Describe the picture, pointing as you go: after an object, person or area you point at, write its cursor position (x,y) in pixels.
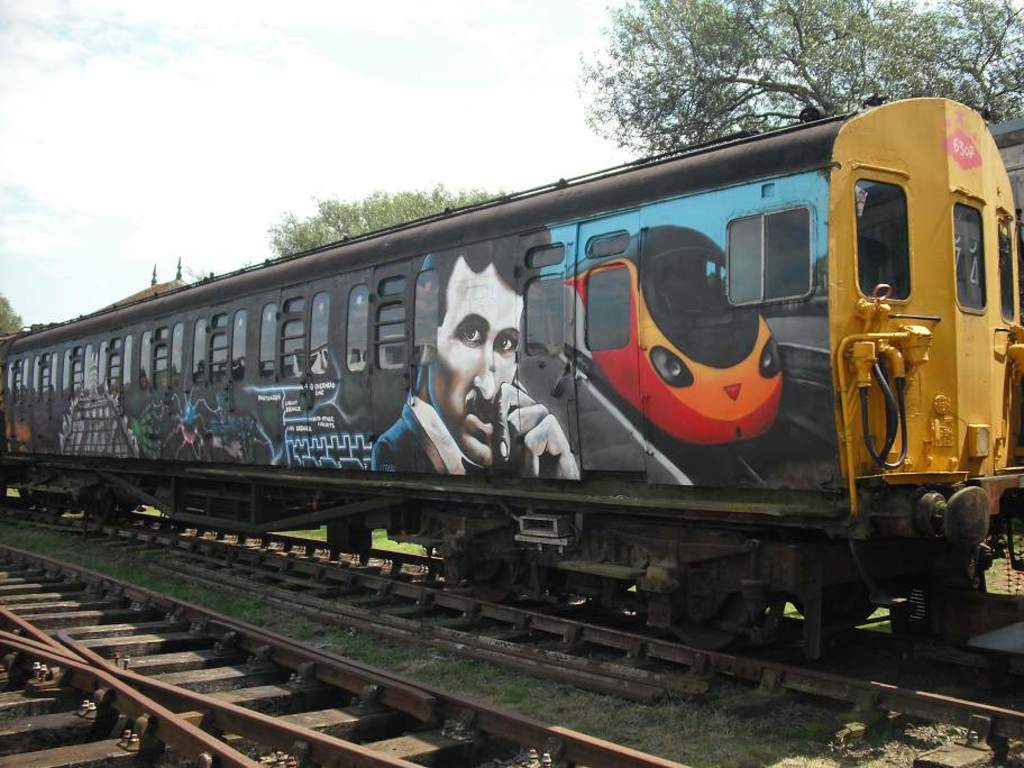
In this picture we can observe a train (609,452) on the railway track (213,568). Beside this train (290,510) there is another track (181,675). The train (209,332) is in black color. We can observe a person's picture (467,391) on the train (477,397). In the background (420,215) there are trees (704,75) and a sky (194,154).
